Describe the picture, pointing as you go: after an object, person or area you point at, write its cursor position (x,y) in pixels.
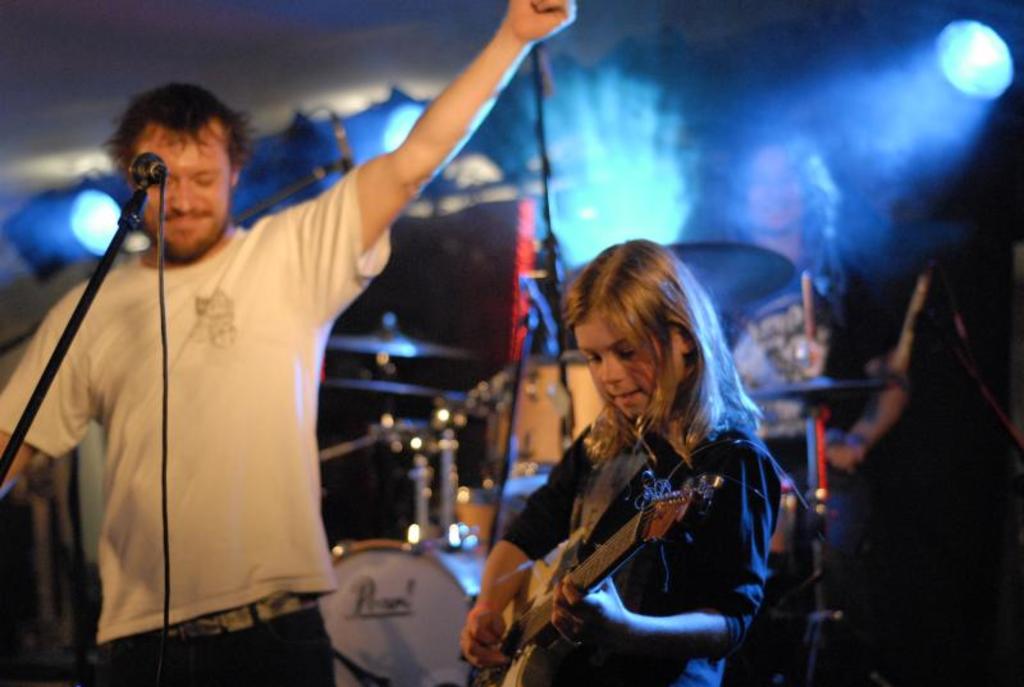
In this picture there is a man (341,267) who is standing at the left side of the image (278,253) and he is raising his hand (534,7), there is a girl (693,477) who is standing at the right side of the image (702,605), who is playing the guitar (599,571) and there are drum set (382,592) behind them and a spotlight (989,65) above the area of the image.
